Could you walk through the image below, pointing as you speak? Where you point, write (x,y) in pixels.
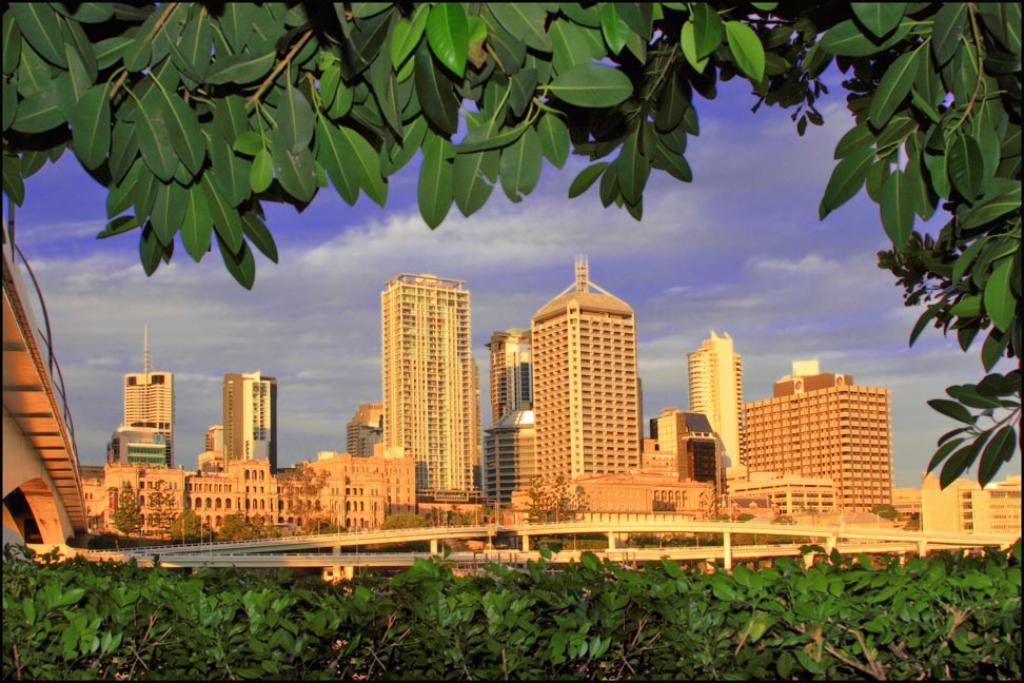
In this picture i can see many buildings (408,384), skyscrapers (792,392) and trees (293,512). At bottom (739,559) i can see the bridges (666,550). On the left (281,290) i can see sky (107,310) and clouds (133,320). At the top (487,185) i can see many leaves (674,85). At the bottom (689,606) there are plants (570,566). On the bridge (390,533) i can see fencing (316,538) and street lights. In the left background (159,398) there is a tower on the roof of the building (154,423).
